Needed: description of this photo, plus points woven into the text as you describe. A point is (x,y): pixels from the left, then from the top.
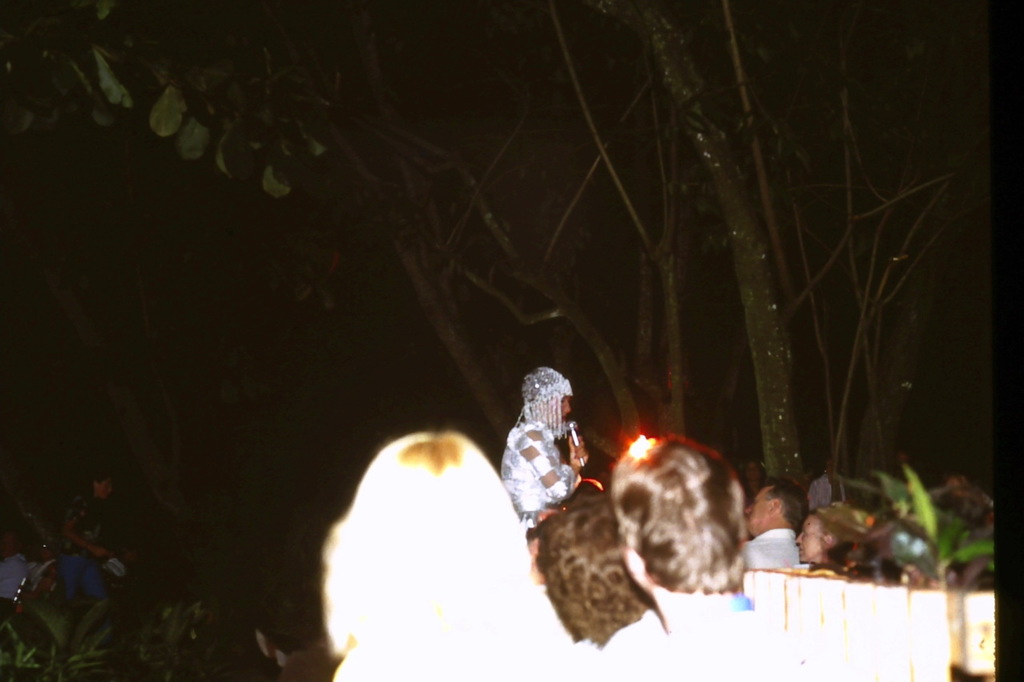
In this image there are some persons (429,555) at bottom of this image (547,574) and there is one person (94,568) standing at left side of this image (96,549) and there is a tree (607,155) at top of this image (513,215).
